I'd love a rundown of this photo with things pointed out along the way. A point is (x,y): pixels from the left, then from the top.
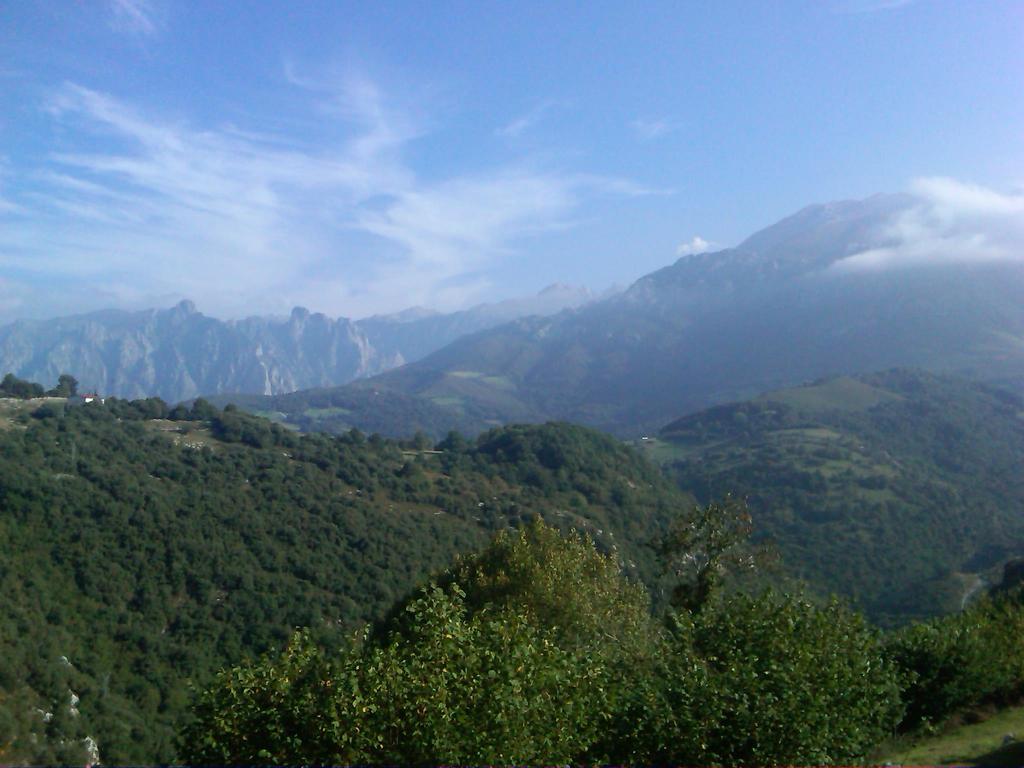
This picture is clicked outside. In the foreground (383,577) we can see the trees (868,652), green grass (960,756) and some objects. In the background (140,120) we can see the sky (294,252) and the hills (550,342).
